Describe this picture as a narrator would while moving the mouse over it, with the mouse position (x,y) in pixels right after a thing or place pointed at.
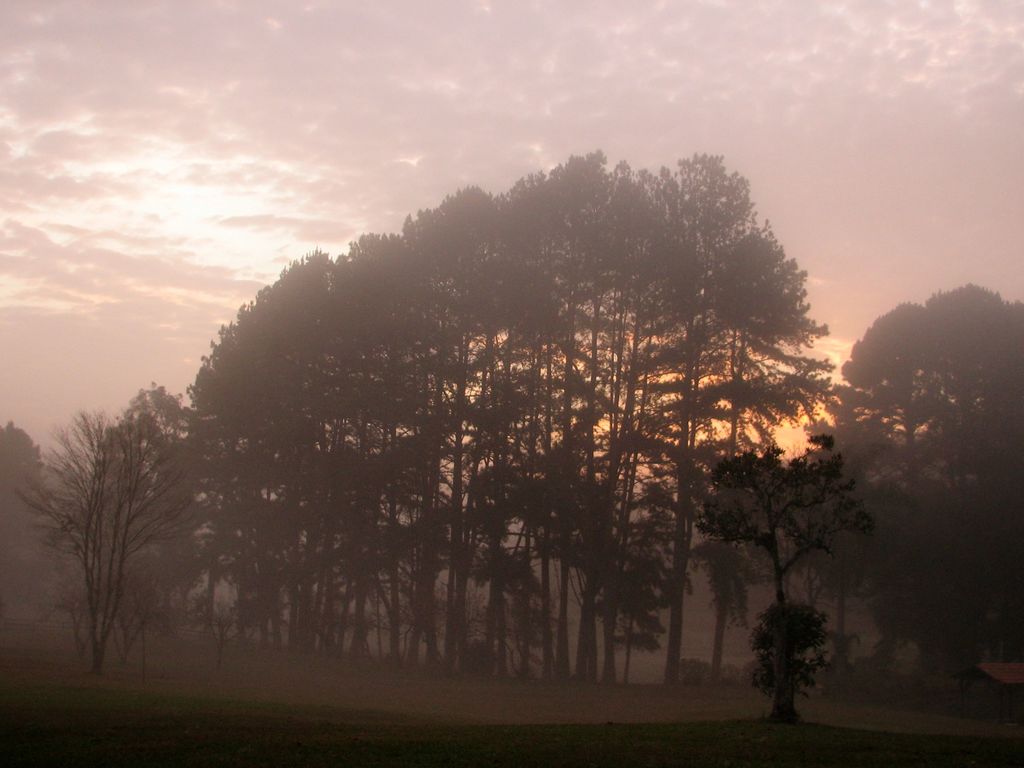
In this image I can see the ground (365,706), few trees (376,494) on the ground (352,702) and in the background (961,137) I can see the sky (842,127) and the fog (684,609).
